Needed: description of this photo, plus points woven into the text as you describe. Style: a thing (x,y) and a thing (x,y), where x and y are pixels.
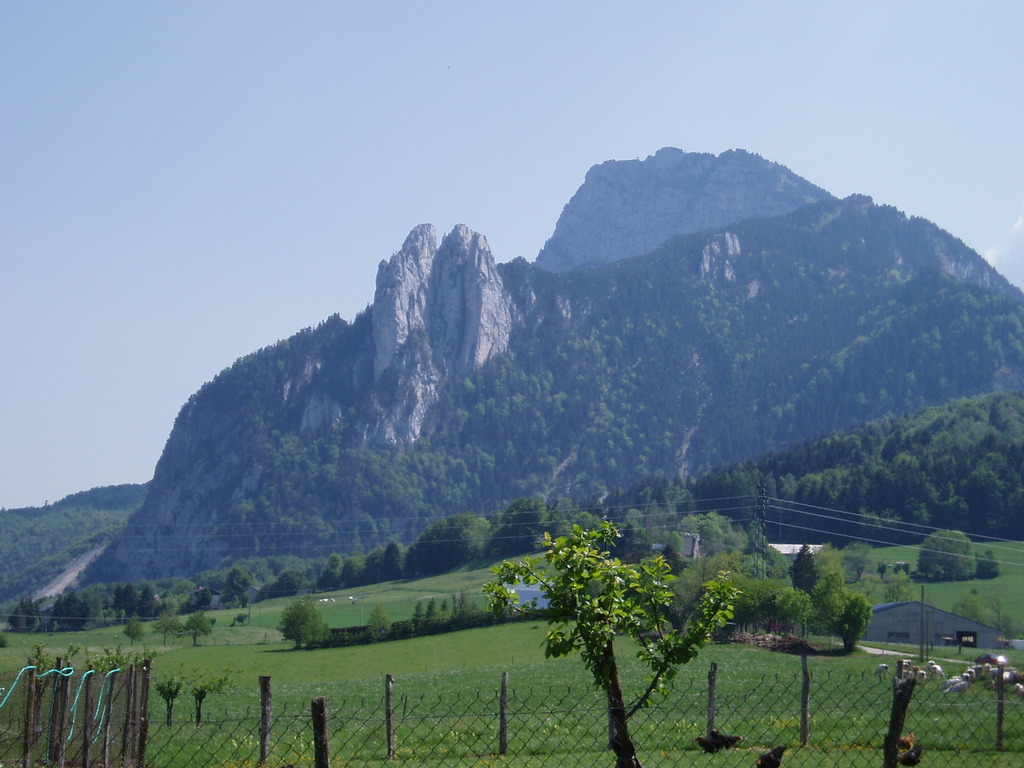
In this picture I can see many trees (460,596), plants (345,626) and grass (234,650). On the right (910,636) I can see the shed (927,618). In the bottom right corner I can see the sheep (886,665) who are eating the grass (982,714). In the background (606,198) I can see the mountains (652,376). At the top (184,119) I can see the sky (183,115). At the bottom (542,763) I can see the fencing (523,711).
